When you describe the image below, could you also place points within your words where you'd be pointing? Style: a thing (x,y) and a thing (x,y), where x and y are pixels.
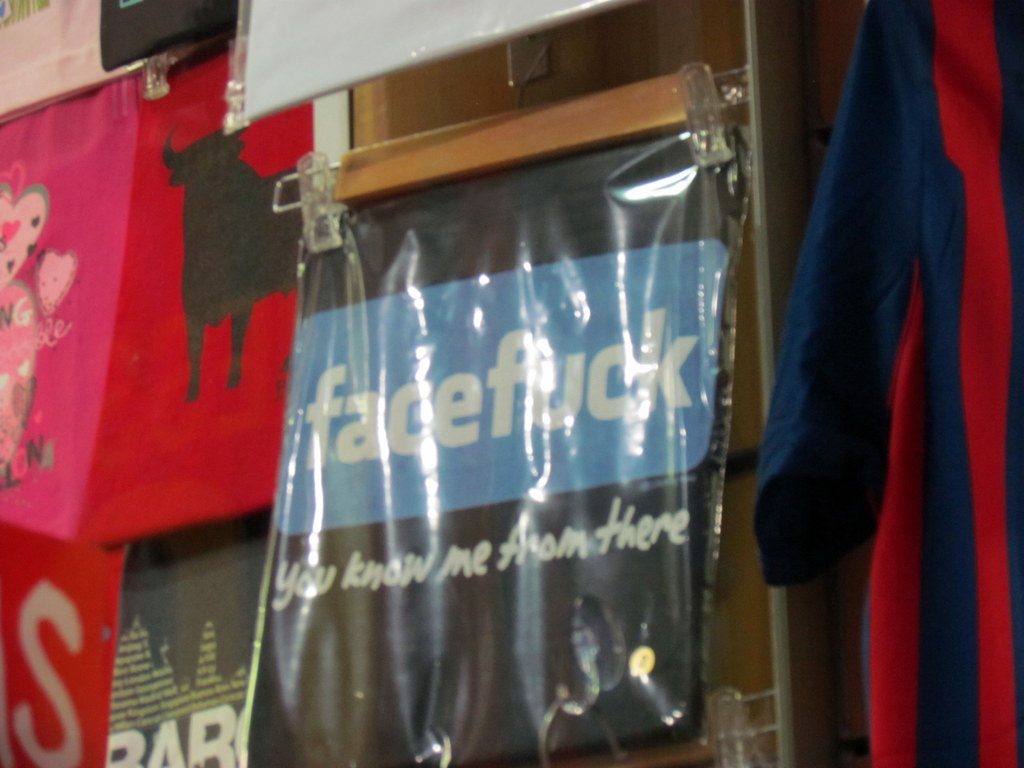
This image is taken indoors. On the right side of the image (934,506) there is a T-shirt (869,348). In the middle of the image (591,286) there is a board (515,500) with a text (602,555) on it. There are two clips (308,204) and there is a banner (130,411) with images (191,277) on it.
